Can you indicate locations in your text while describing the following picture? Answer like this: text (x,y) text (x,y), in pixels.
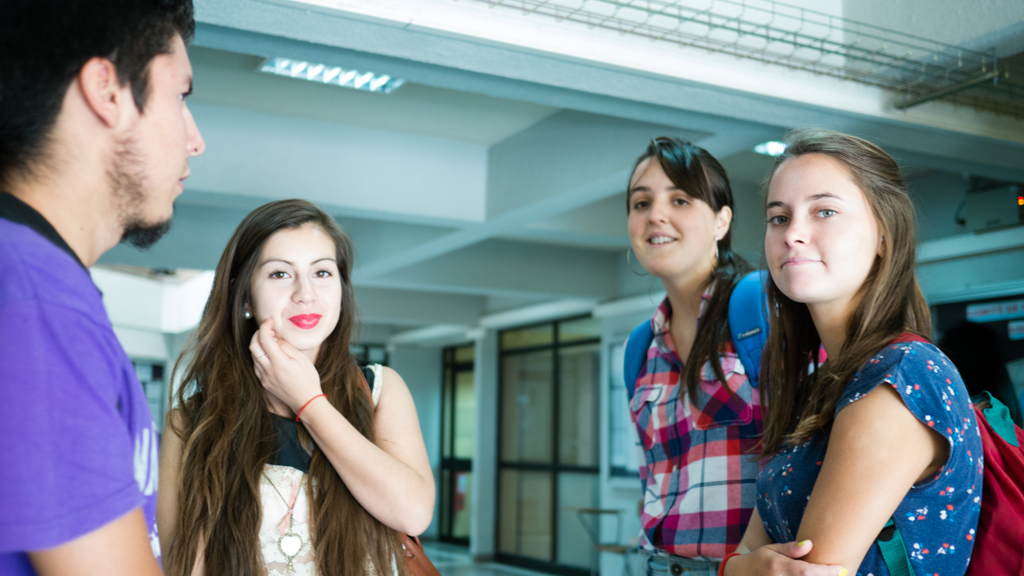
This picture is clicked inside the hall (158,303). On the right (814,305) we can see the two women (774,292) wearing backpacks (741,334) and standing. On the left (278,381) we can see a woman (336,406) wearing sling bag (414,543), smiling and standing and we can see a man (108,192) standing. In the background (505,361) we can see the doors (564,444), chair (615,531) and some other objects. At the top (527,124) there is a roof (449,114), lights (775,148), metal rods (724,37) and some other objects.
